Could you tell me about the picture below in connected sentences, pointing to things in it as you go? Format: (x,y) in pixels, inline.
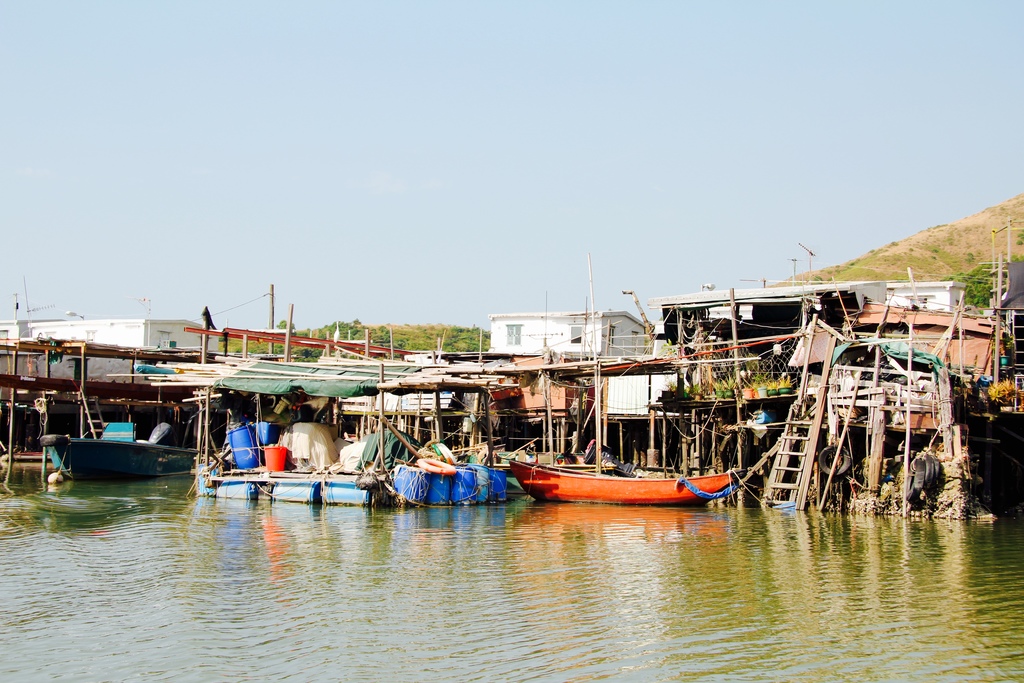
In this image we can see boats (656,495), nets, wooden poles (424,383), ladder (809,419), tyres (928,465), buildings (679,320), plants (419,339), trees (376,338) and some other objects (360,395). At the bottom of the image (486,555) there is water (440,633). On the water (514,548) we can see reflections (630,577). At the top of the image (401,174) there is the sky (685,108).
